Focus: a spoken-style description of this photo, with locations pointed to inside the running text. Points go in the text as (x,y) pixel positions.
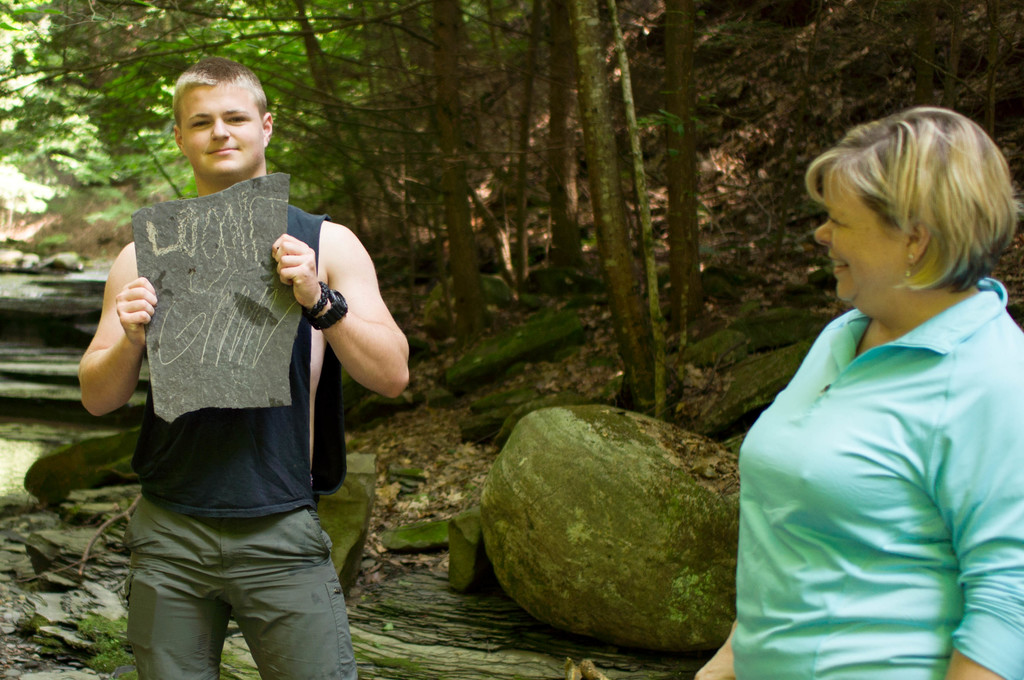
In the picture we can see a man (246,521) and woman (992,368) standing in the forest (379,521), man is holding a stone made slate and something written on it and beside him we can see a woman (917,127) smiling at him and in the background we can see some rocks (118,497) and trees (591,93).
